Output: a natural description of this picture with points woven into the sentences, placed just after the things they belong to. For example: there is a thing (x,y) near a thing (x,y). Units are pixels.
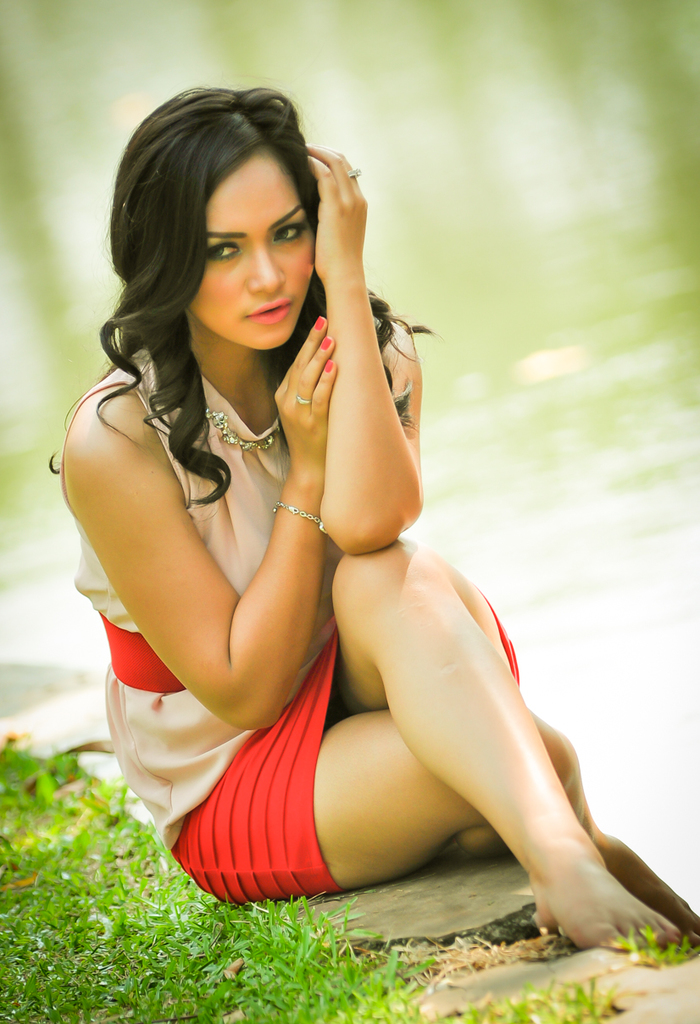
In this image I can see the person (222,831) with the dress (179,817). To the left (55,911) I can see the grass (28,902). I can see the water (467,296) and the blurred background (507,536).
